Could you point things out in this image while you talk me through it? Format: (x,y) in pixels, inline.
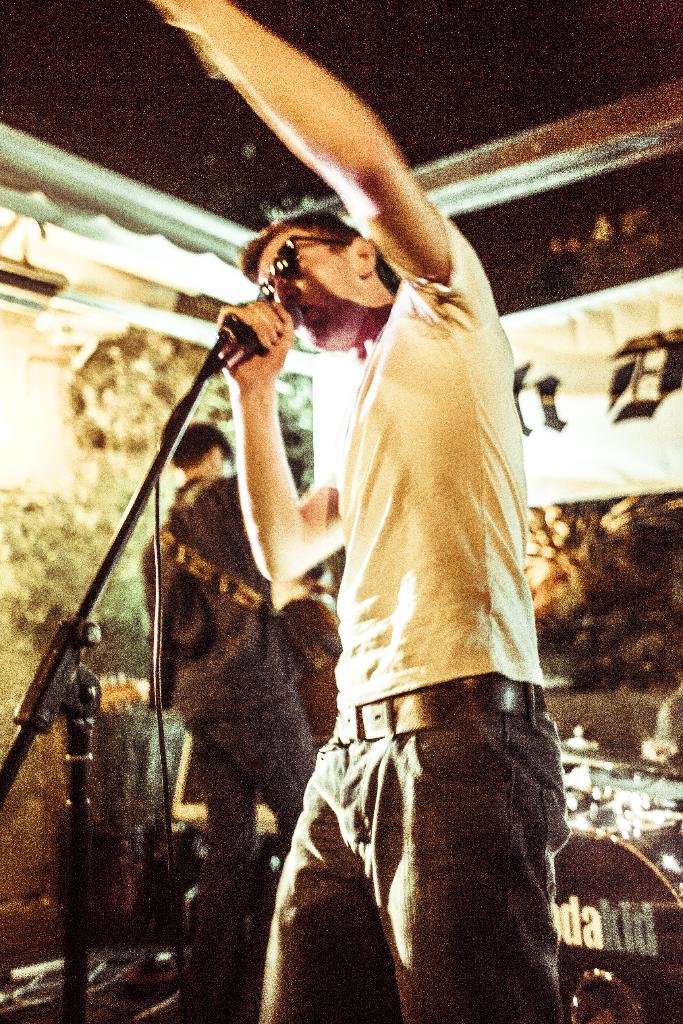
This image is clicked on a stage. There are two persons (364,121) in this image. The man (372,270) standing in the front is wearing white t-shirt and black pant (320,1023) and singing in the mic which is attached to a mic stand (52,670). In the background (204,626) there is a man (228,702), Standing near the drum kit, and there are walls (45,455) on which banners (597,444) are fixed.
